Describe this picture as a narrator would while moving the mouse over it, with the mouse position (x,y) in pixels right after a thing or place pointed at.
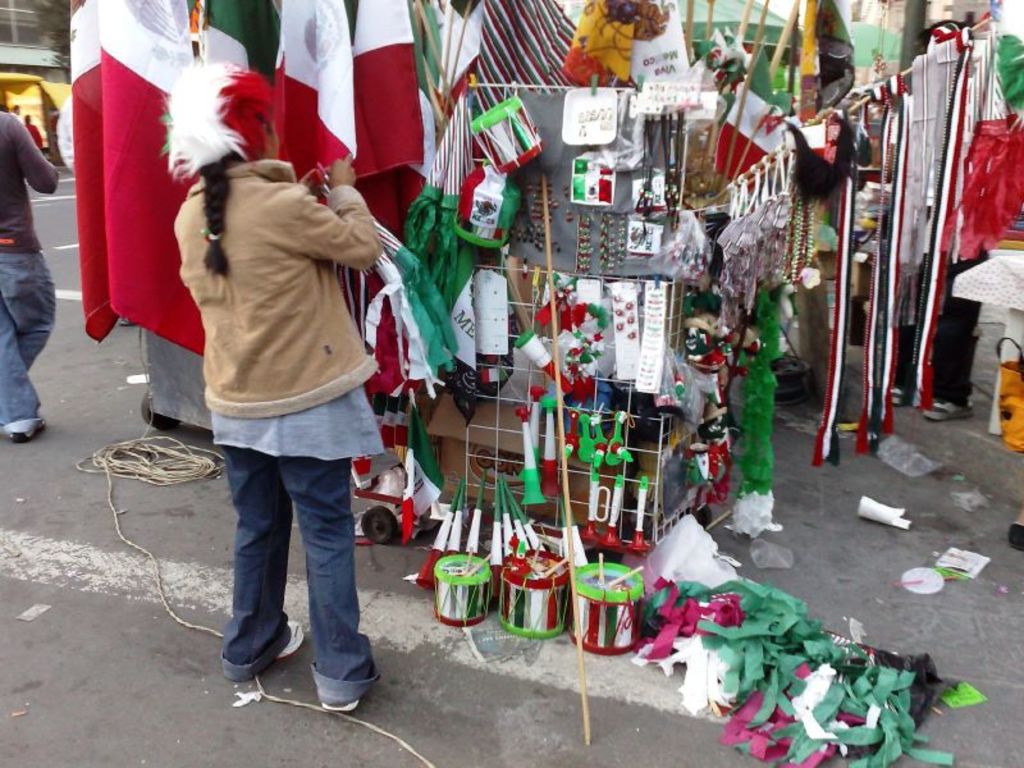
In the image we can see there are people (270,178) standing on the road (276,684). There are drums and flags (391,81) kept on the ground (6,560).
